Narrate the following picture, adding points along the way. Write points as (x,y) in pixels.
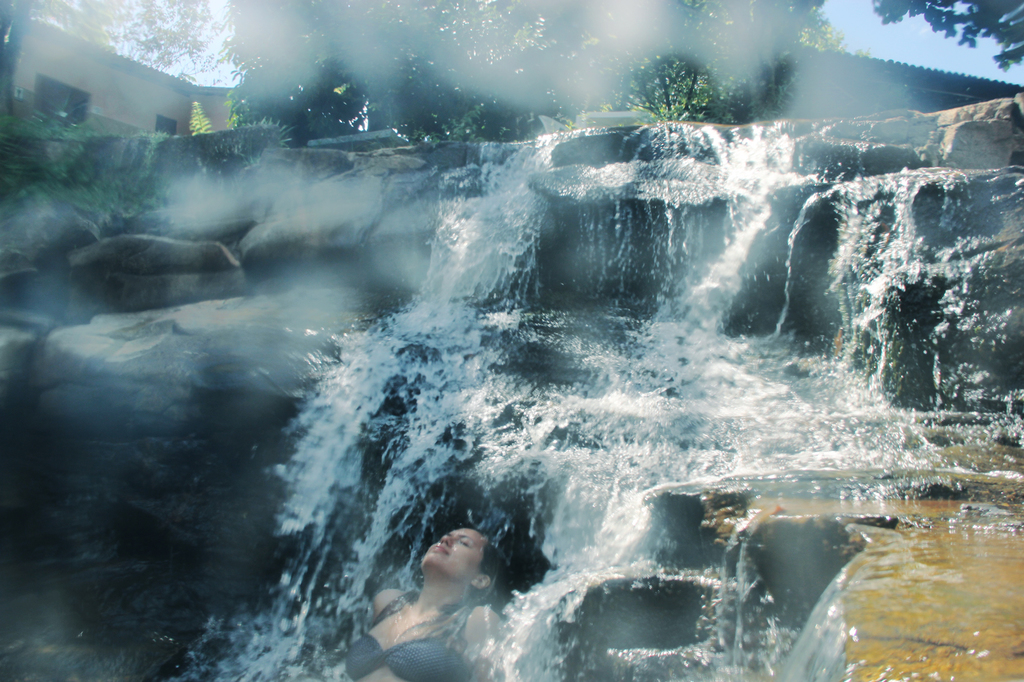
This image is taken outdoors. At the top of the image (897,44) there is the sky (211,26). In the background (151,108) there are two houses (177,98). There are a few trees (485,45) with leaves (717,35), stems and branches (537,43). In the middle of the image (391,306) there are many rocks (273,182) and there is a waterfall (923,452) with water (522,423). At the bottom of the image (438,591) there is a woman (446,613) leaning back in the water (272,666).
